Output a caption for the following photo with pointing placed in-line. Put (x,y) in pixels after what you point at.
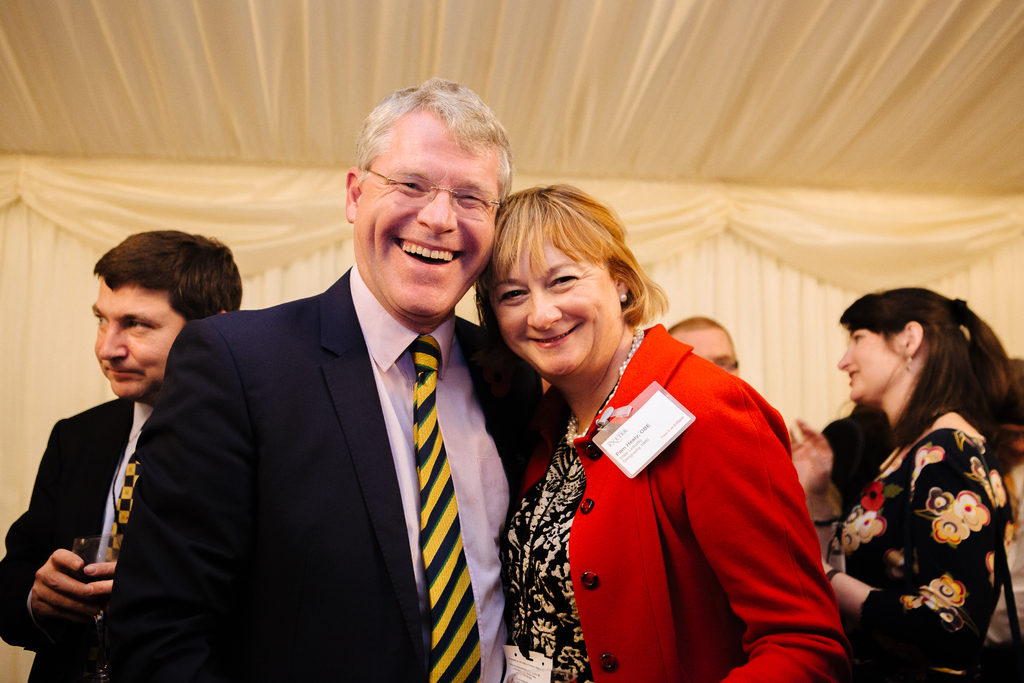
In this image there are two people (367,491) posing for a picture and there is a group of people (884,331) standing behind them.
